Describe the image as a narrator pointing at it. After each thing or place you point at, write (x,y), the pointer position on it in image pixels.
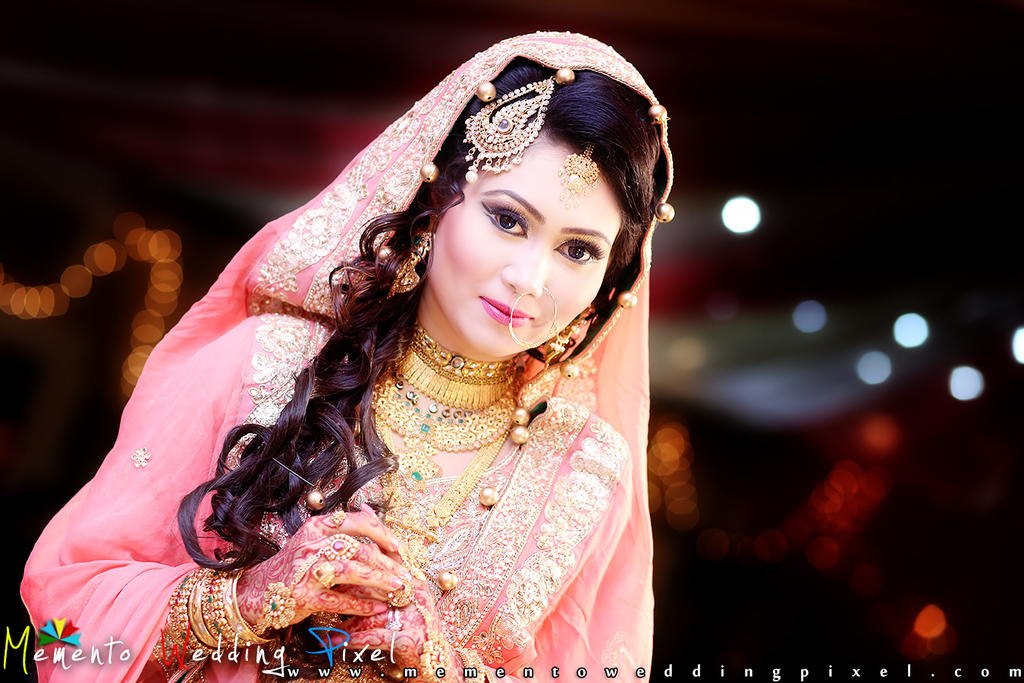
In this image we can see a girl (520,490) who is wearing gold jewelry (407,426) in her neck (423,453), hand (261,612) and head (451,247). And she is wearing pink color dress (480,615).
